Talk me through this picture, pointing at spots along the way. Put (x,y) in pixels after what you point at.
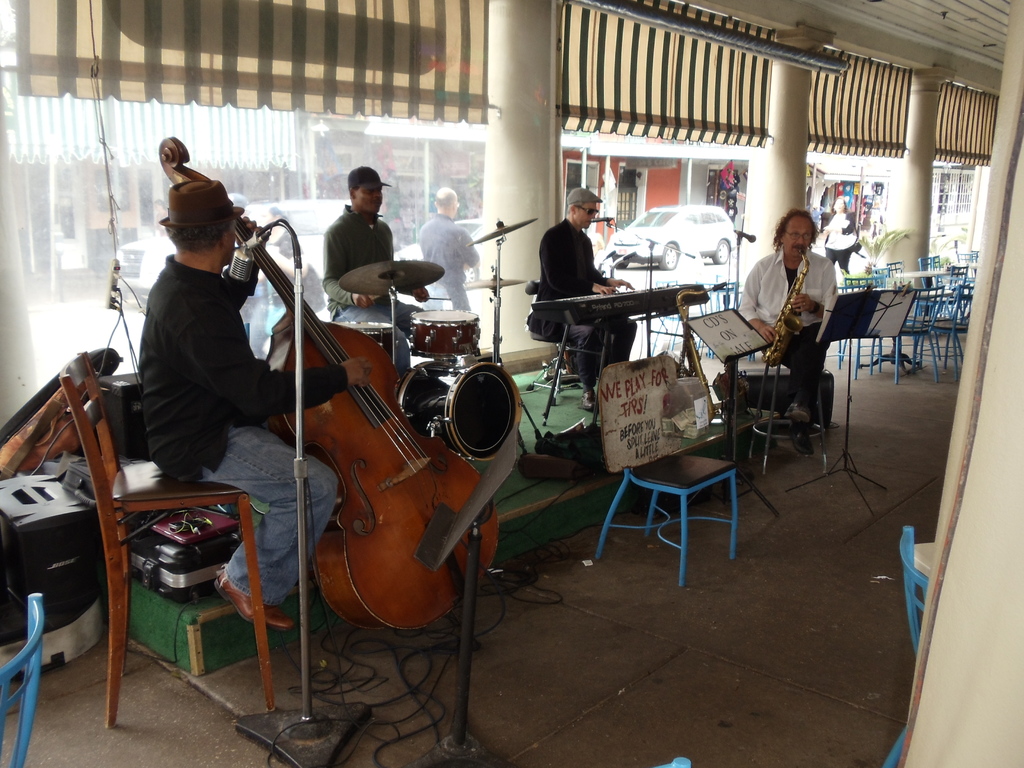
In this picture there four musician (215,289), right person (782,297) playing a saxophone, left person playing a bass (359,449) and this person (573,285) playing a piano (634,304) and this person (389,310) playing a drums (415,323). On the background (677,233) we can see a car (685,243). A woman (836,240) walking on a street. There is a table (935,274) and chairs (951,287). Here it's a shop (848,187) of a cloth (835,185). Here it's a mic (241,264).
